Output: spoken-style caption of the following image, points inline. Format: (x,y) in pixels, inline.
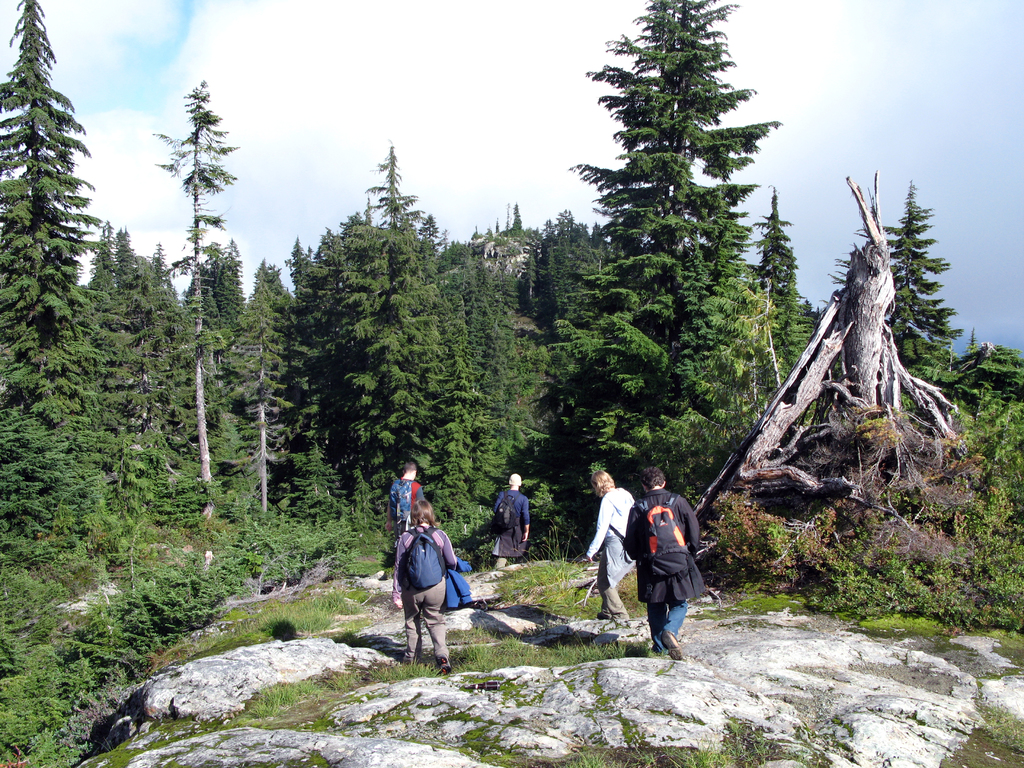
Completely an outdoor picture. These persons (448,538) are walking, as there is a movement in their legs (662,626). Front this two persons (646,557) wore bags (651,552). We can able to see trees (364,371) and grass (576,654).
